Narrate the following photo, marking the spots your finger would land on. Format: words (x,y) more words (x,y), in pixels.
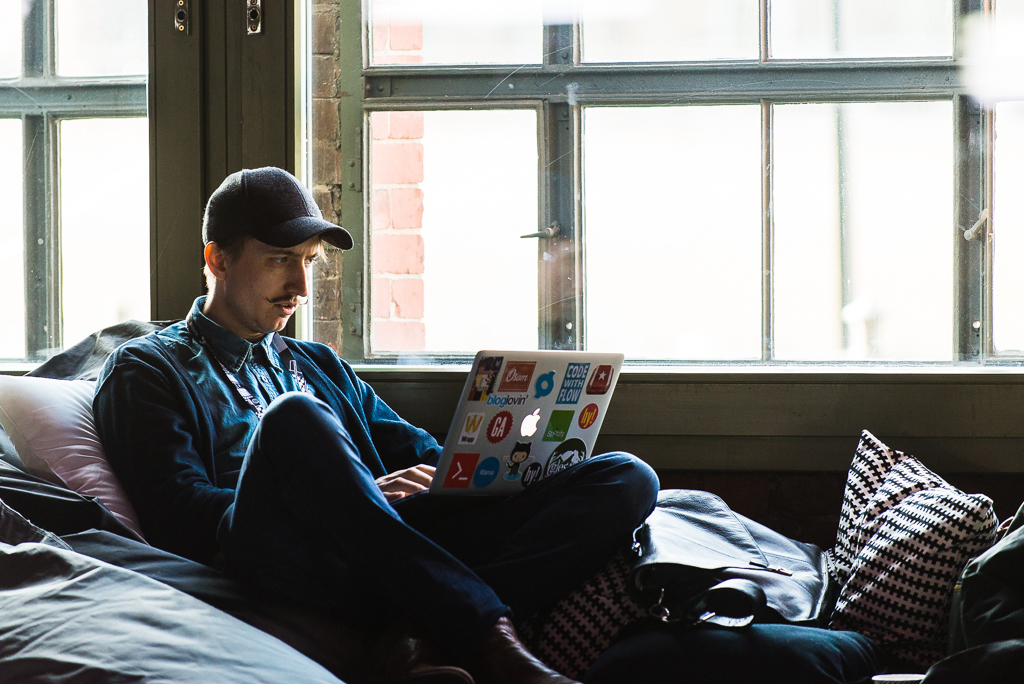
In the picture I can see a person (314,384) wearing cap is sitting and operating a laptop (487,446) in front of him and there is a glass window (606,207) beside him and there is a pillow (941,504) in the right corner (971,495).
